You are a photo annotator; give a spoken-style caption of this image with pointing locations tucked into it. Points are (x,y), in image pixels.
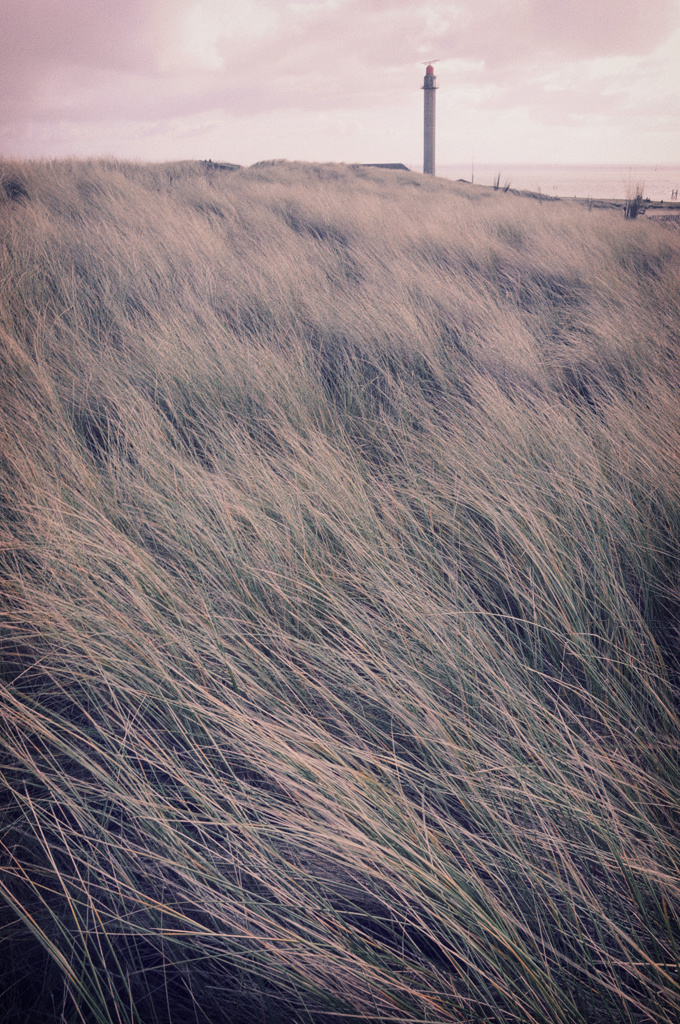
In the foreground of this picture (219,726), there is a grass (278,423). In the background (403,157), there is a lighthouse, water (584,177) and the cloud (202,59).
